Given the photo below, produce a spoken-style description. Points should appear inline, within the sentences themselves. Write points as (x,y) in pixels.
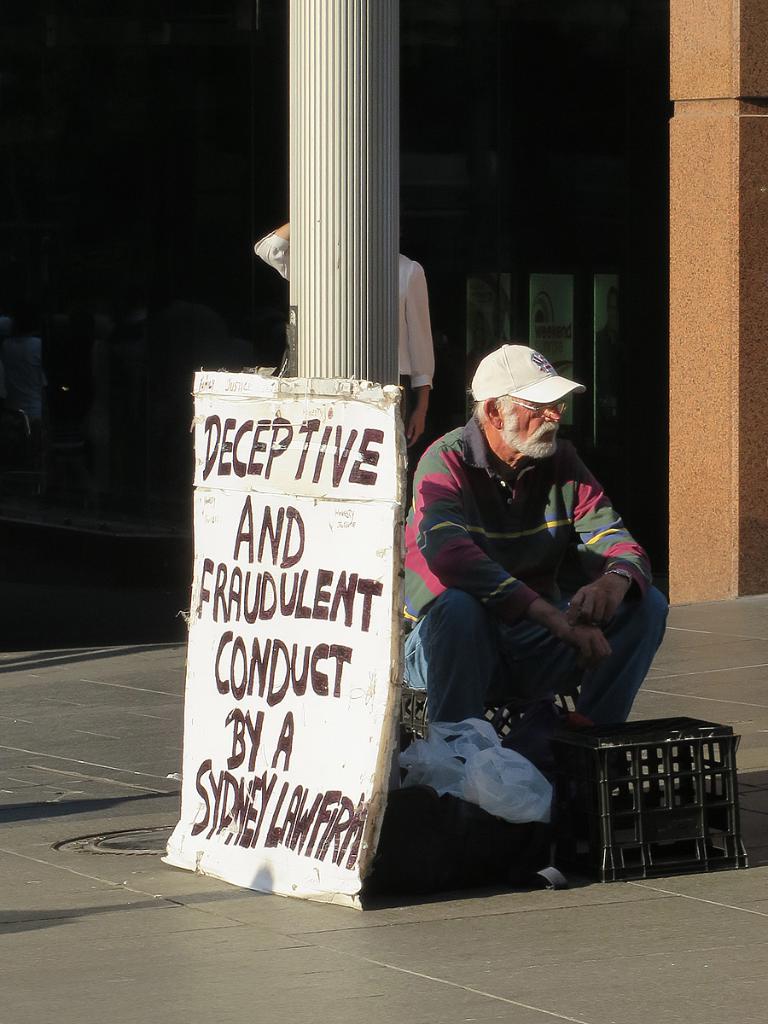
In this image, a man (495,635) is sitting and wearing cap (524,388) and glasses (536,412). Here we can see few carry bags (517,804), stool (641,740), name board (280,624) and pillar (326,345). Behind the pillar (380,330) we can see a human (412,305). Background we can see glass doors (516,289), wall (701,302). Here we can see a footpath (352,926).
